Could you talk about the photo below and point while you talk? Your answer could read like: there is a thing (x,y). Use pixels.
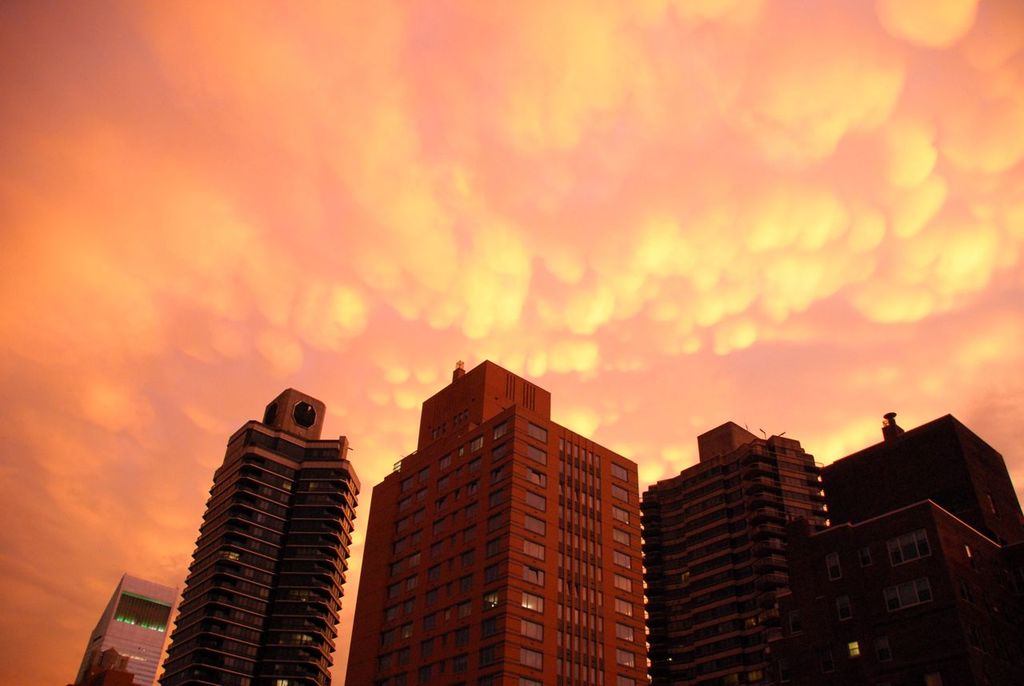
In this picture I can see buildings (962,578), and in the background (689,230) there is sky (369,194).
